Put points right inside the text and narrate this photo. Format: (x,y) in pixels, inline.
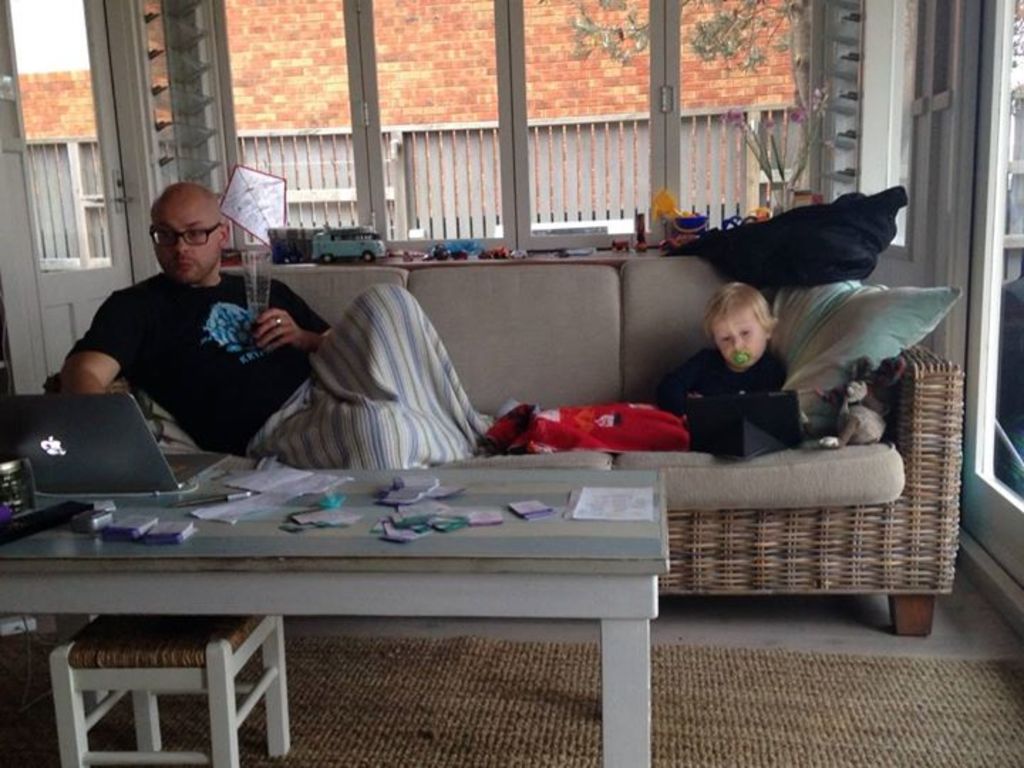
in this image the person (290,318) is sitting on the sofa (486,371) and holding a glass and one boy (711,389) is also sitting on the sofa (708,465) behind the person (214,251) some table (606,259) is there are some toys (310,250) are there on the table (569,257) and on other table (379,580) there are laptop (153,483), some papers (250,500) and one more small stool (189,677) is also there and the background is a brick wall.
